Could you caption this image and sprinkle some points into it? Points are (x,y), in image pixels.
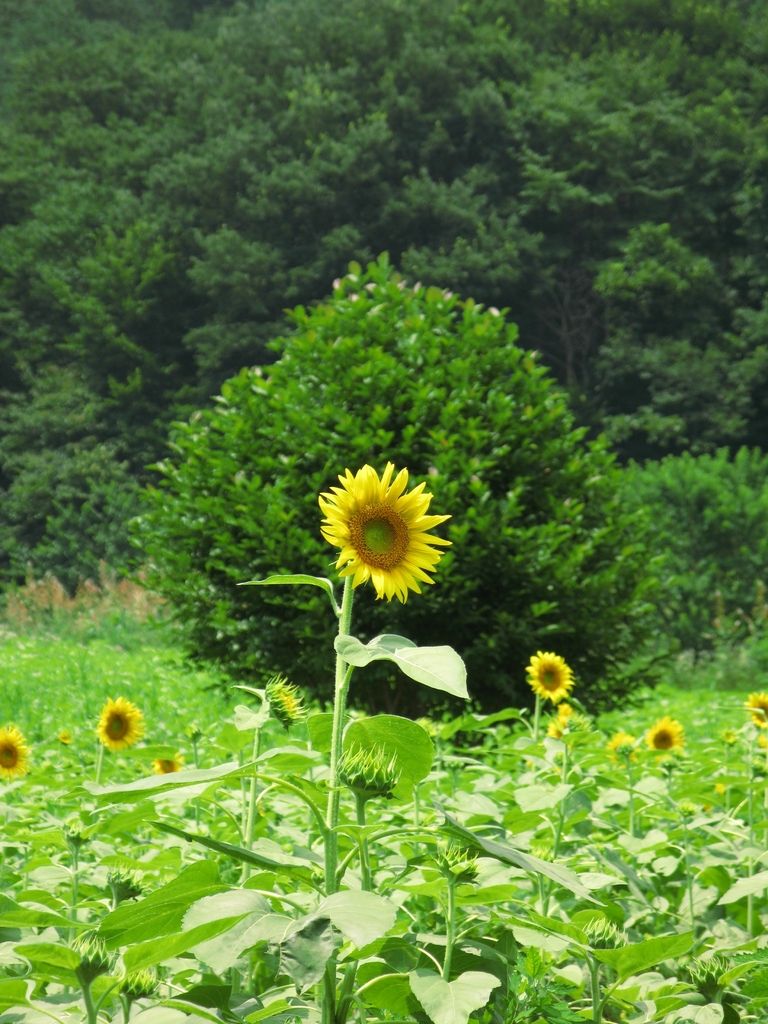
In this picture we can see flowers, plants (165,900) and in the background (436,104) we can see trees (439,223).
